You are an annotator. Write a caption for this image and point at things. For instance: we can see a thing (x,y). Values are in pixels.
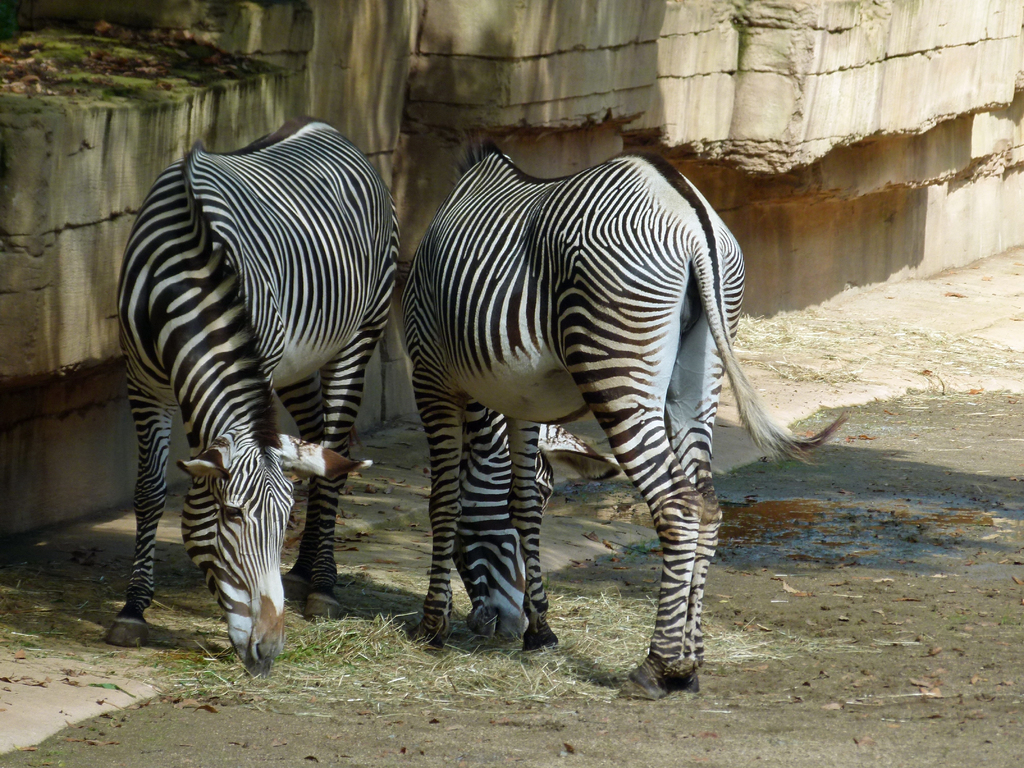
There are zebras (426,600) eating the grass (396,625), this is wall (602,79).
